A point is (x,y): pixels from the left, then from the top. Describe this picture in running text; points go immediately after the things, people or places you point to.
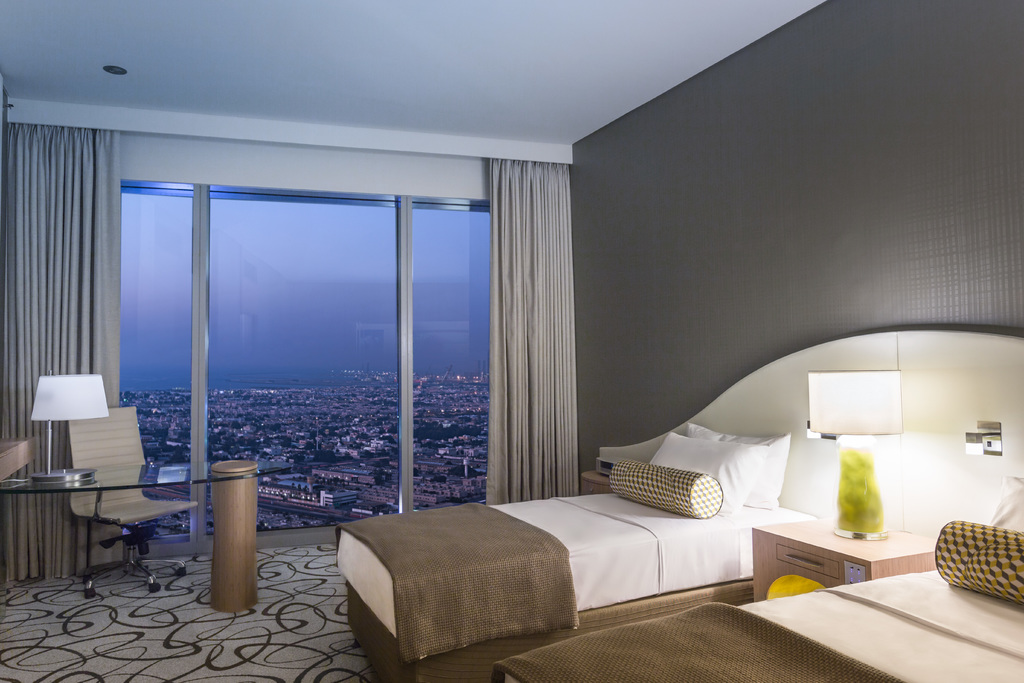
In this picture we can see two beds (617,590) with bed sheets (603,517) and pillows (648,491) on it, tables (837,553), lamps (52,413), chair (91,465) on the floor (200,604), glass (288,452), curtains (502,287), wall (591,270) and from the glass (311,289) we can see buildings (362,433) and the sky (267,303).
